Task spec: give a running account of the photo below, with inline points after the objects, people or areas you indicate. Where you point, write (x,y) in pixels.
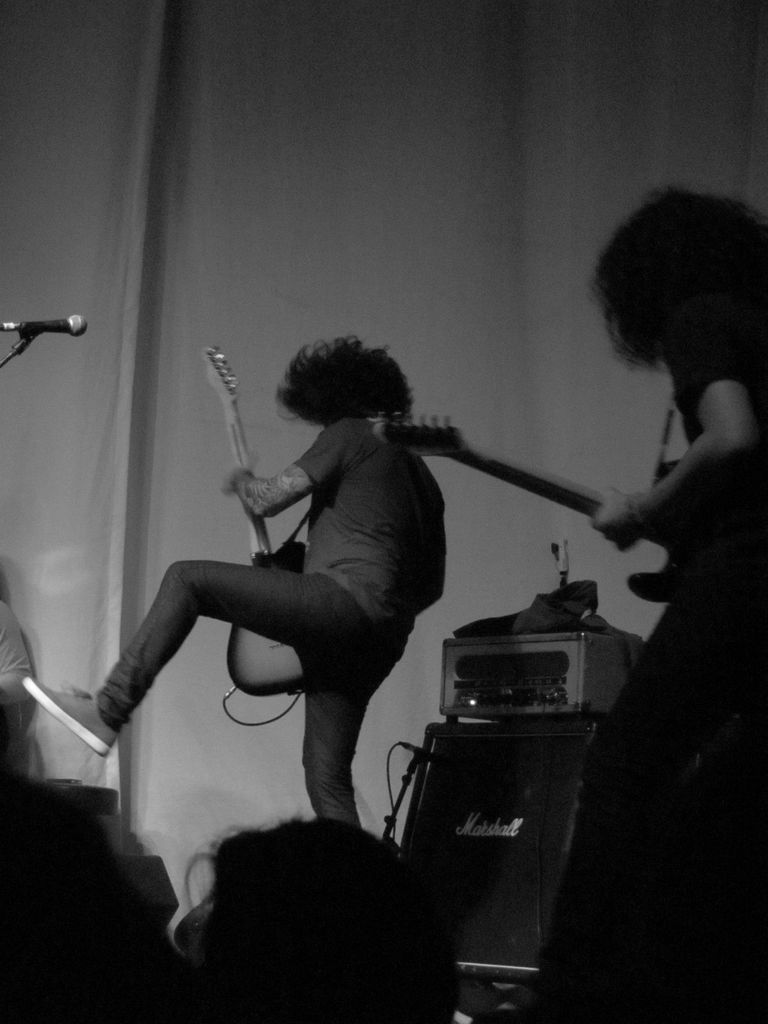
In this picture, in the middle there is a black color box (487,807), There are some people (706,453) standing and they are holding some music instruments (258,519) and in the left side (81,325) there is a microphone (26,326) in black color, In the background (250,353) there is a white color wall (340,131).
